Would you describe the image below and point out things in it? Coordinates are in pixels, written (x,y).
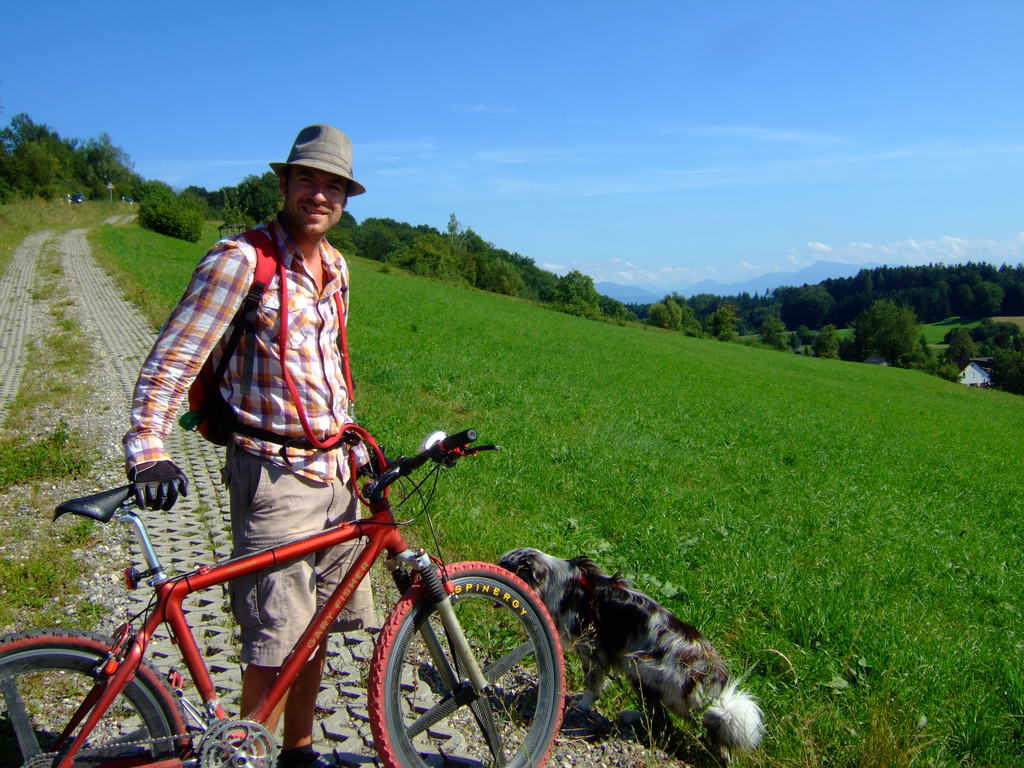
In this image, we can see a person (259,396) is standing and holding bicycle seat (107,506). He is watching and smiling. Beside him, there is a dog (604,652) on the grass (708,607). Background we can see few plants (54,466), trees (1016,379), pole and sky (654,136). Here there is a walkway (88,383). Right side of the image (973,368), we can see a house (982,378).
